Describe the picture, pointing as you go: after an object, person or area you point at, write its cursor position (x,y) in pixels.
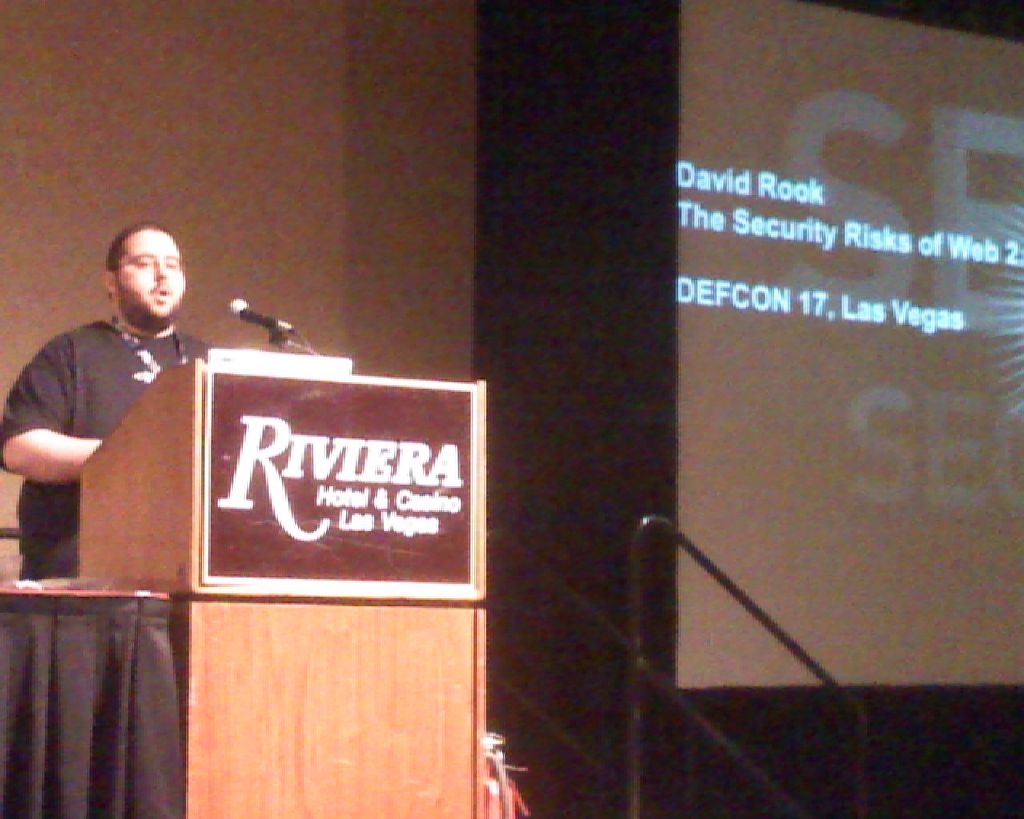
In this picture we can see a person (7,429) standing on the left side (70,420). We can see a mic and a podium (242,666). There is a black cloth (86,744) on the table (157,640). There is a screen (702,639) on the right side (692,648). We can see a stand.
